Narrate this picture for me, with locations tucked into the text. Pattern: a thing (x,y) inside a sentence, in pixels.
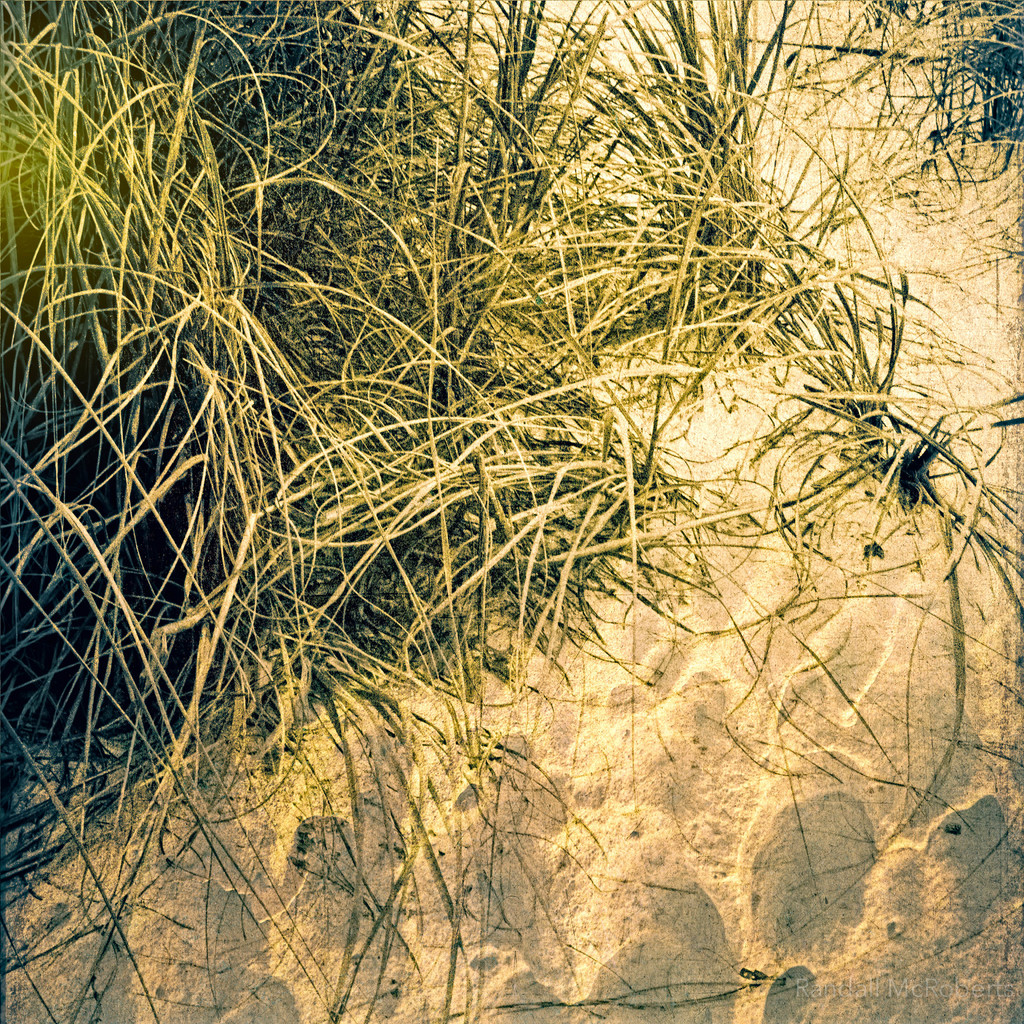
In this picture I can see sand (794,50), grass (447,431) and there is a watermark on the image.
